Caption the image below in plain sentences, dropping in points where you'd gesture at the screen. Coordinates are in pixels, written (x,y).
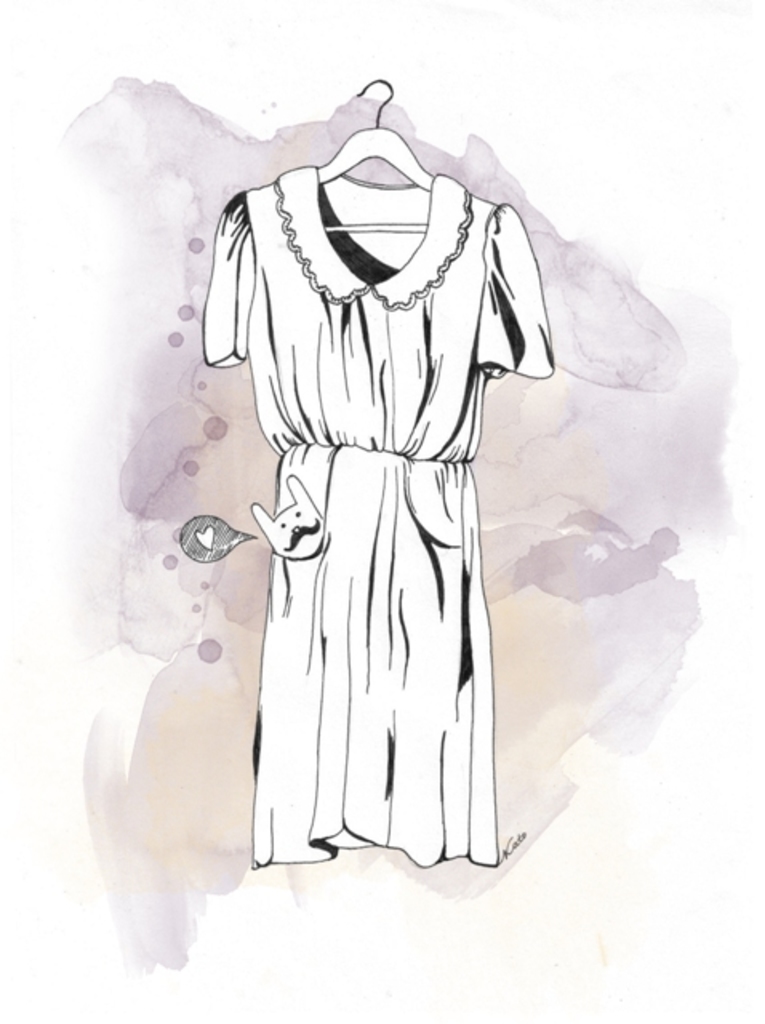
In this image, we can see a painting (330,146) of a dress (335,350) and a hanger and we can see some text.
